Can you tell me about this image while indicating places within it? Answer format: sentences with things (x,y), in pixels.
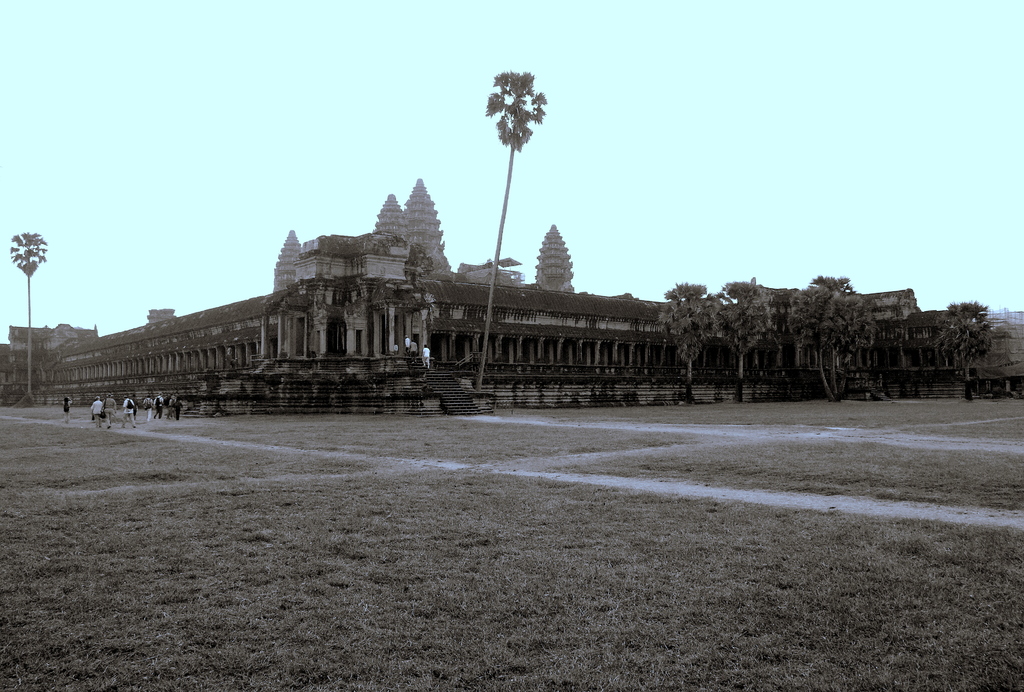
In this image we can see a temple (555,344). There are many trees (736,335) in the image. We can see the sky (366,180) in the image. There is a grassy land (478,605) in the image. There are many people (177,414) at the left side of the image (171,403).
